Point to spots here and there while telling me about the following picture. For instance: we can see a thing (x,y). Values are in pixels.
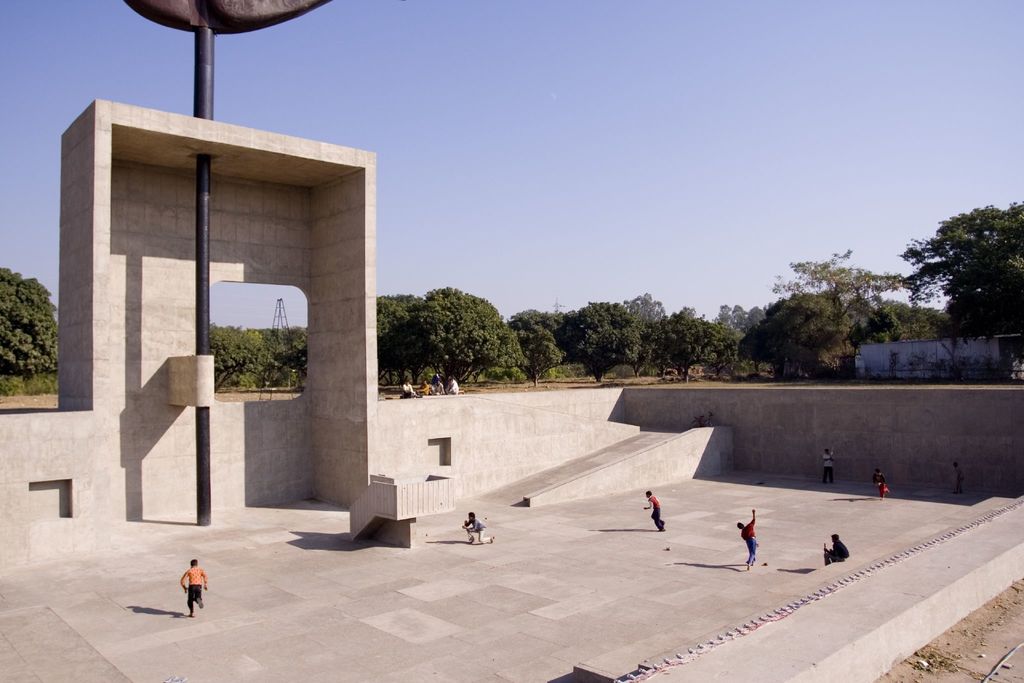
In this image, there are a few people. We can see the ground (297,519) and the arch (319,248). We can see a pole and a tower (274,347). We can see some trees (709,357) and the wall (1008,440). We can see the sky (510,302).
